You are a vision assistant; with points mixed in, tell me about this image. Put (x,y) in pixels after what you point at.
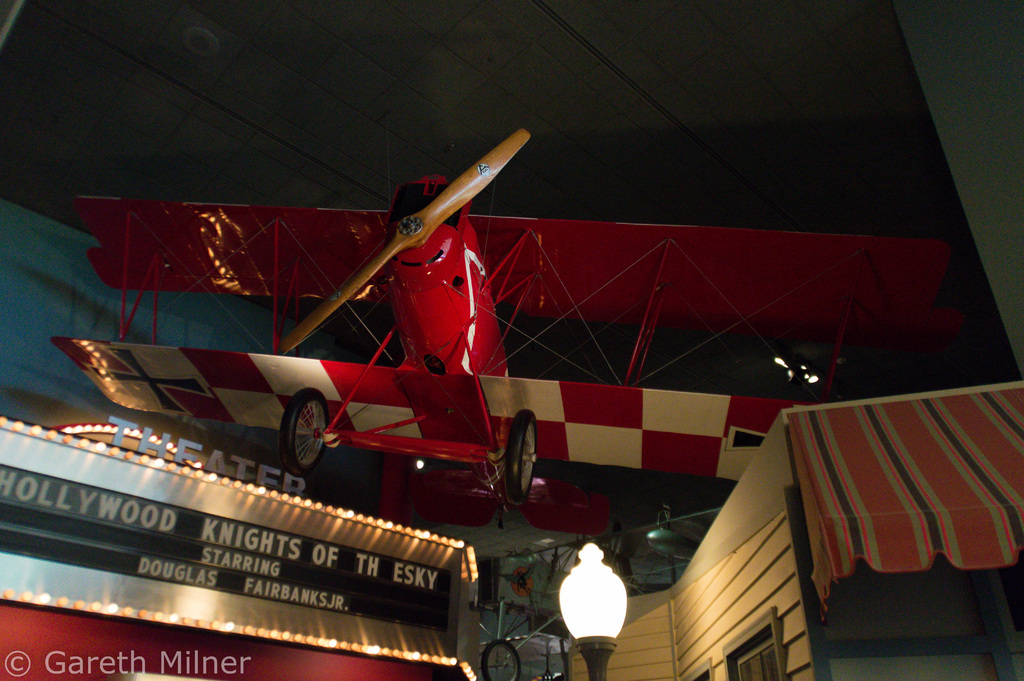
In this image there is an airplane (410,317) in the middle (435,317). At the bottom (265,507) there is a hoarding (159,493) which is surrounded by the lights (42,593). In the middle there is a light (578,615). On the right side (771,530) there is a house (804,563).
